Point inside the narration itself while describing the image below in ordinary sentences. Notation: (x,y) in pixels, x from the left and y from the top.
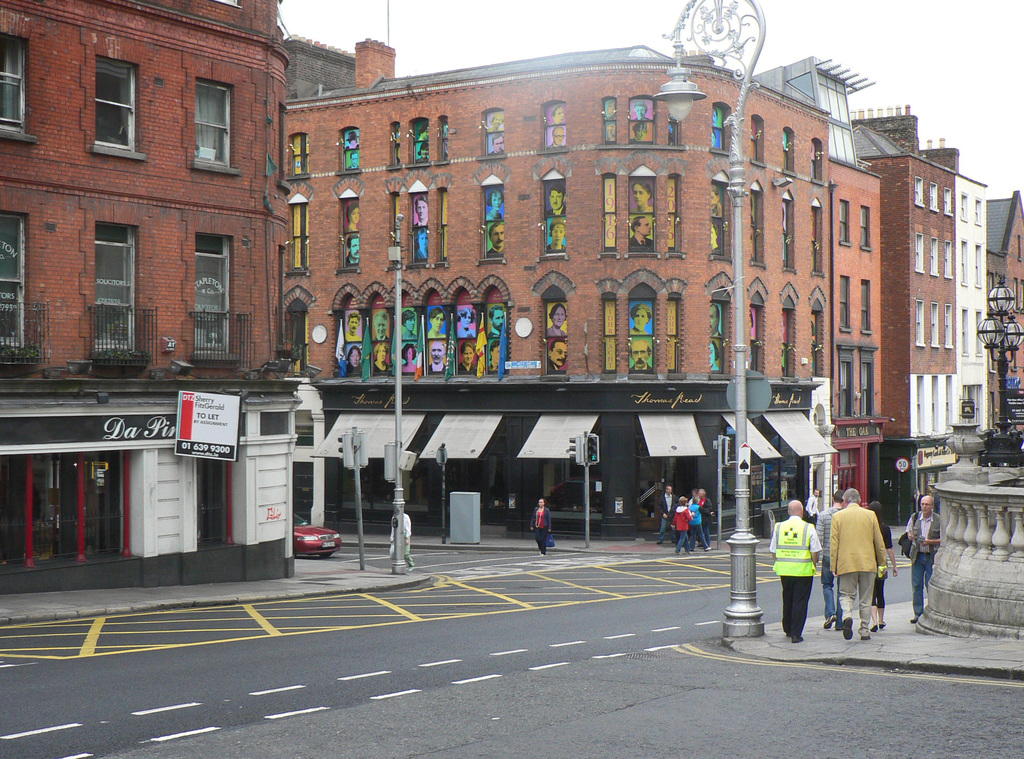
In the foreground (804,572) I can see a crowd (793,503) on the road (674,555) and light poles (752,573). In the background (922,296) I can see buildings (601,382), shops (373,469), windows (8,313), boards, vehicles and the sky (1003,131). This image is taken may be on the road (515,600).
